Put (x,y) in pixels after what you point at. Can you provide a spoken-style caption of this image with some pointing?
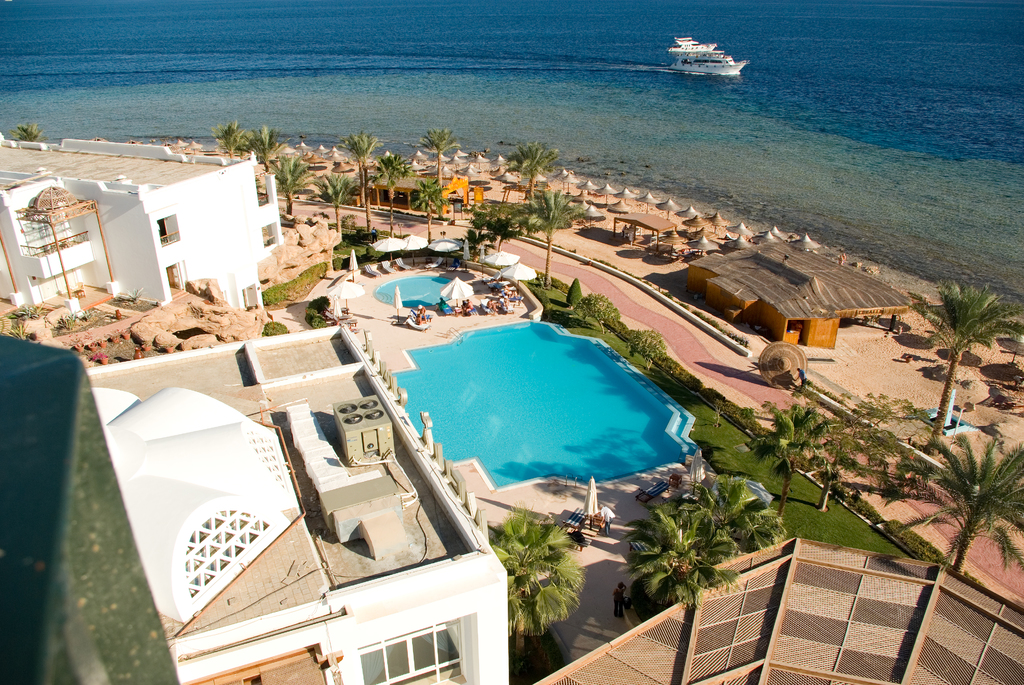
This picture is clicked outside. In the foreground (402,551) we can see the buildings (241,508) and we can see the trees (655,534), umbrellas (594,492), water bodies (558,406), shed (786,303), green grass (830,519), plants (545,290) and many other objects (582,531). In the center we can see a person like thing (605,511) and we can see the group of persons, we can see a ship (699,64) and some other object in the water body (696,126), we can see many other objects (649,221).
